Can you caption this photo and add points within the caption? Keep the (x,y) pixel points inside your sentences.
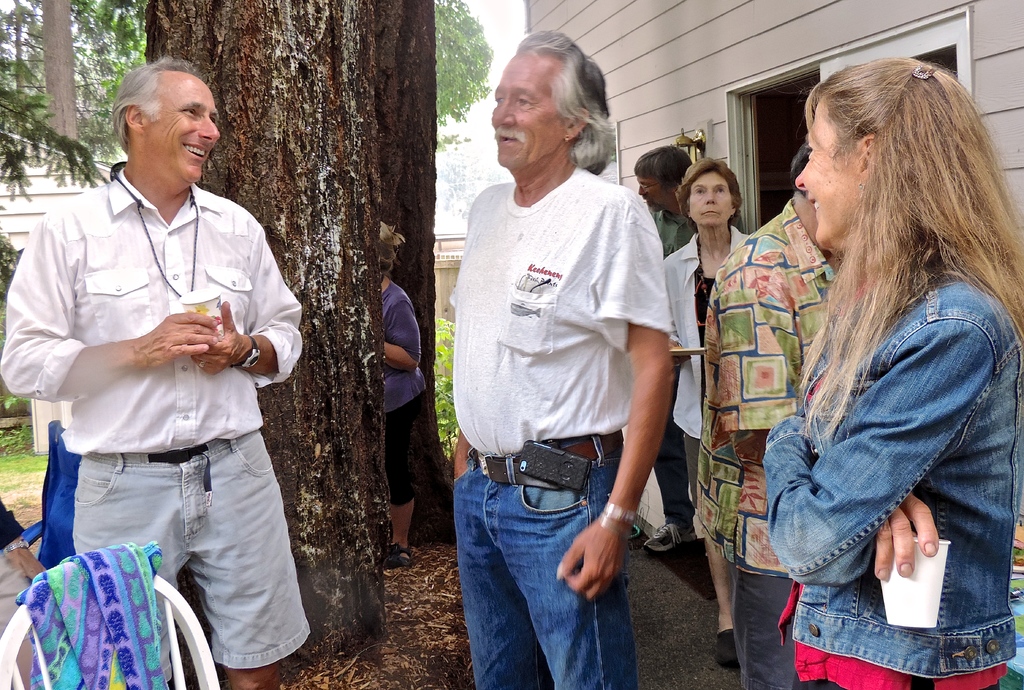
In this image I can see group of people (673,531) standing. In front (599,362) the person (511,362) is wearing white shirt (530,403) and blue pant (527,504). In the background (422,16) I can see few trees (319,81) in green color and the sky (502,12) is in white color.
